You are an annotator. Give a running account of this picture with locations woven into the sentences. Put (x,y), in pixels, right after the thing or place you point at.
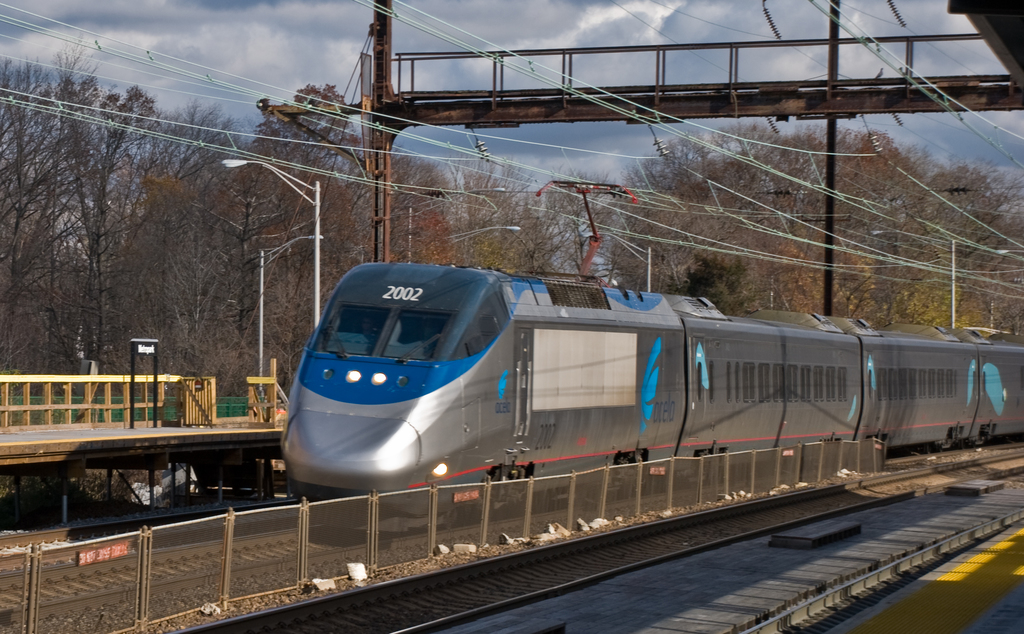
This picture contains a metro train (538,272) moving on the railway track (58,532). Beside that, we see a fence (309,581) and behind that, we see a wooden fence (193,407). There are many trees (75,268) in the background (723,218). At the top of the picture (155,57), we see the sky (278,82) and we even see wires (301,143), electric poles (384,174) and street lights (249,163). We even see the pillar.
